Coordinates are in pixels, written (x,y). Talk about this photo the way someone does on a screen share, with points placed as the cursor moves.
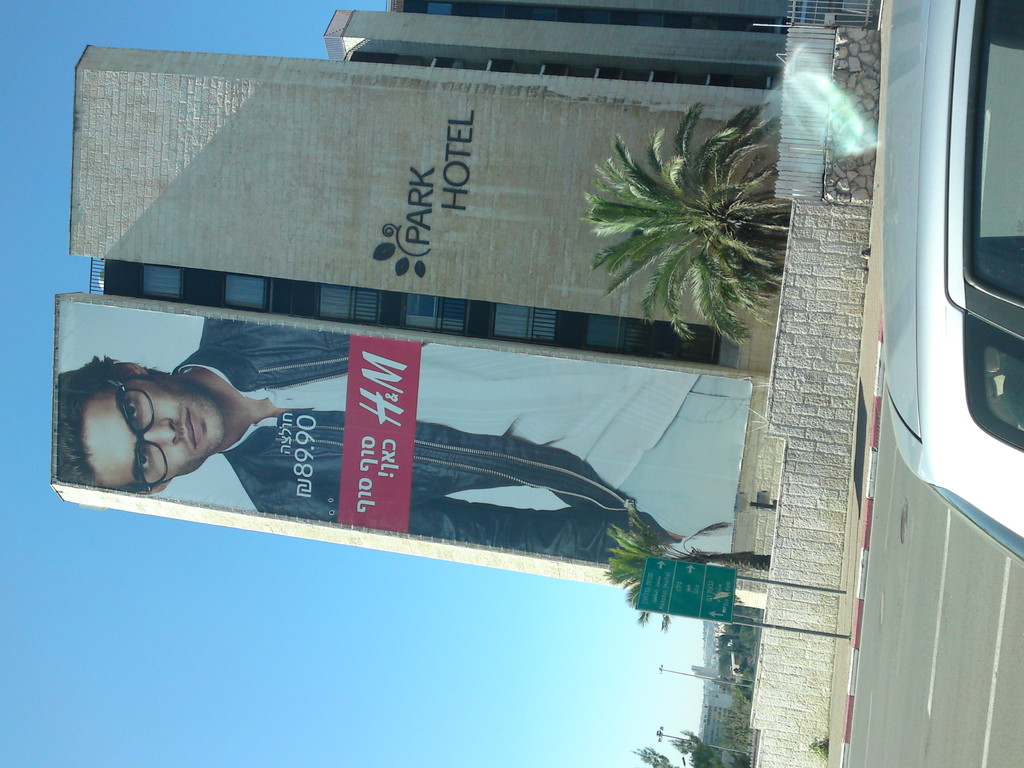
In this image we can see the building (469,174) with the hoarding (456,388). We can also see the trees (687,550), light poles (677,669), wall (807,224) and also the informational board (717,587) on the path (857,465). We can also see a vehicle (940,335) passing on the road (921,632). In the background (457,583) we can see the sky (230,550).
